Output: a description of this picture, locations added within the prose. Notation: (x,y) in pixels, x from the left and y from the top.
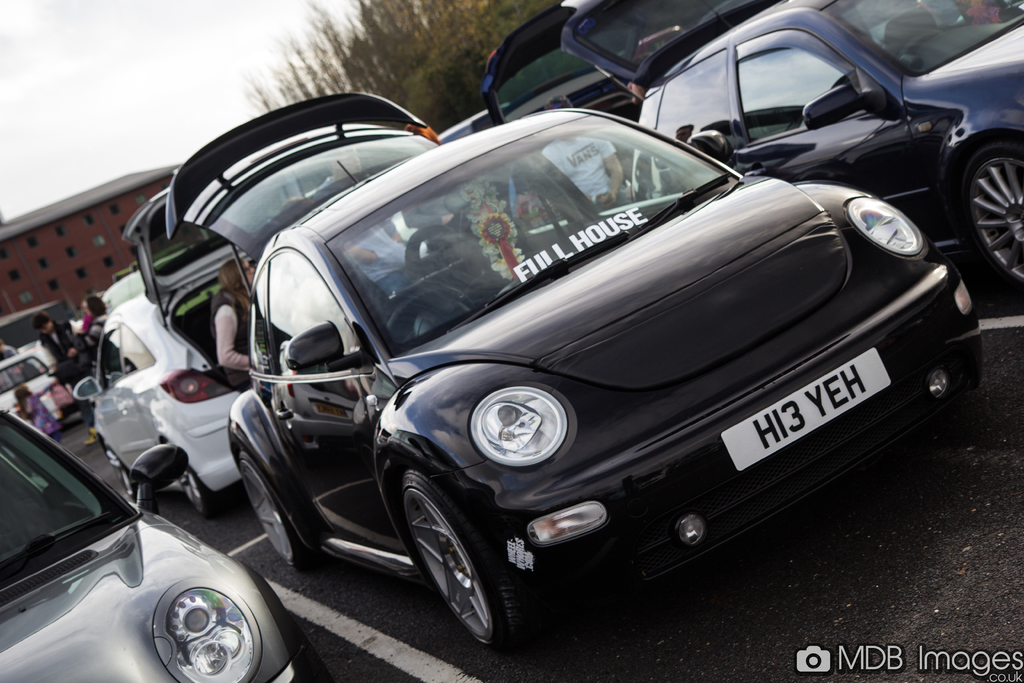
As we can see in the image there are black color cars (334,339), a person (74,342) standing over here, buildings (78,254) and trees (395,50). At the top (133,58) there is sky (130,58).
